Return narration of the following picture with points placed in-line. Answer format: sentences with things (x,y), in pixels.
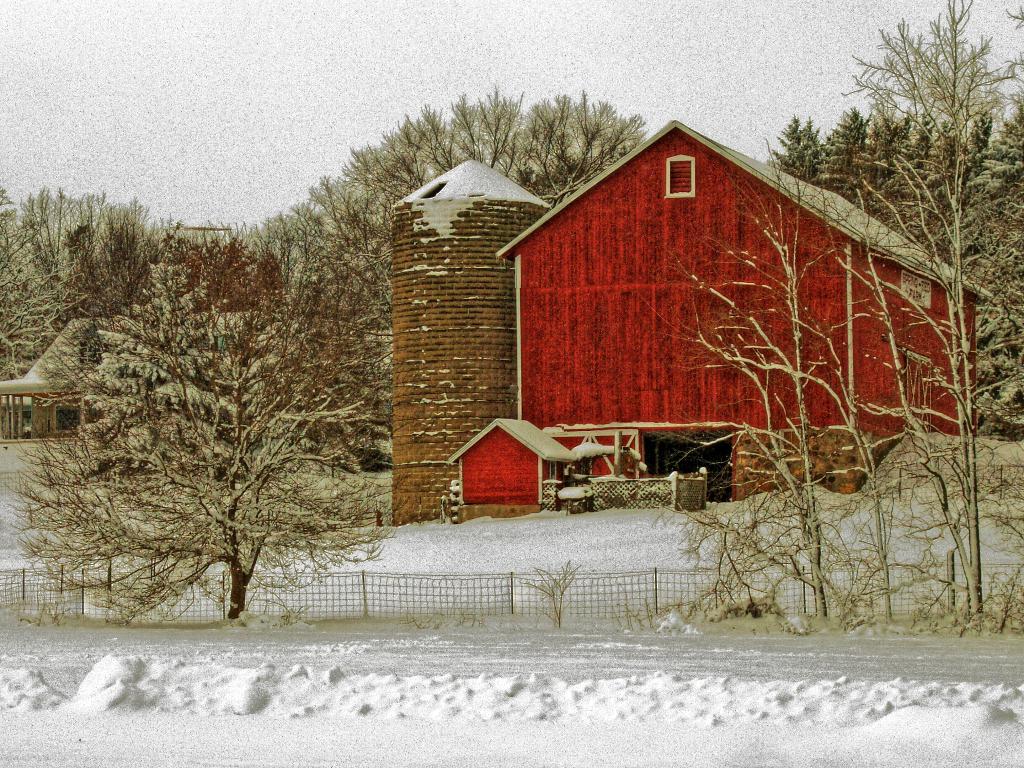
In this image we can see a red color house (695,354), there are some trees (207,452), fence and the snow (566,640), in the background (163,120) we can see the sky (666,109).
